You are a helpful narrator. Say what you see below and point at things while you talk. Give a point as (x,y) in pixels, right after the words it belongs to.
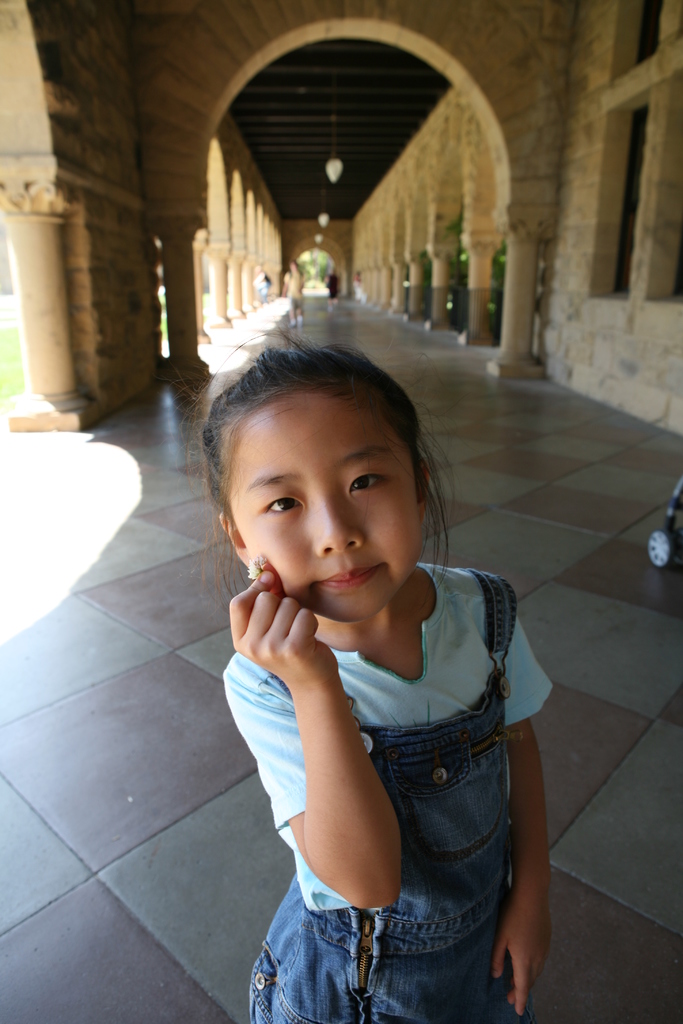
In this image there is a girl (337,658) standing and she is holding an object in her hand (278,621), behind her there is an arch (175,173) and there are few people (333,281) walking on the floor (440,370).
